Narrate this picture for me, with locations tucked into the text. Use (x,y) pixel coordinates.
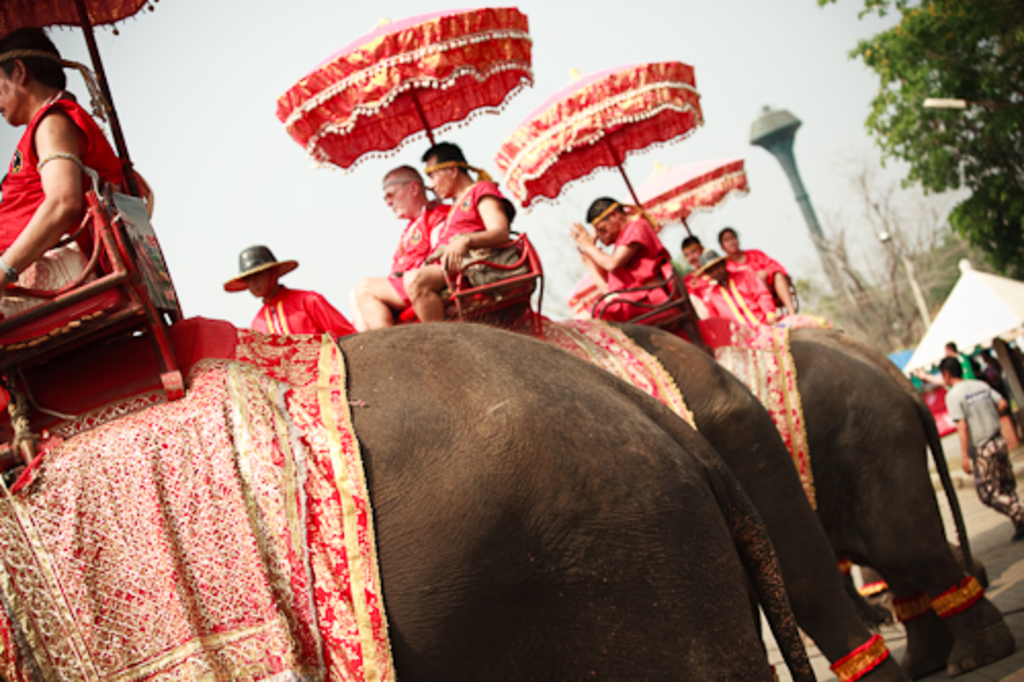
In this picture there are group of elephants (909,444). On every elephant (899,480) there are group of people (667,256) and an umbrella (656,138). In the background (956,313) there is a tree (872,129), group of people (1003,503), tent (969,323) and a tower (771,114).
